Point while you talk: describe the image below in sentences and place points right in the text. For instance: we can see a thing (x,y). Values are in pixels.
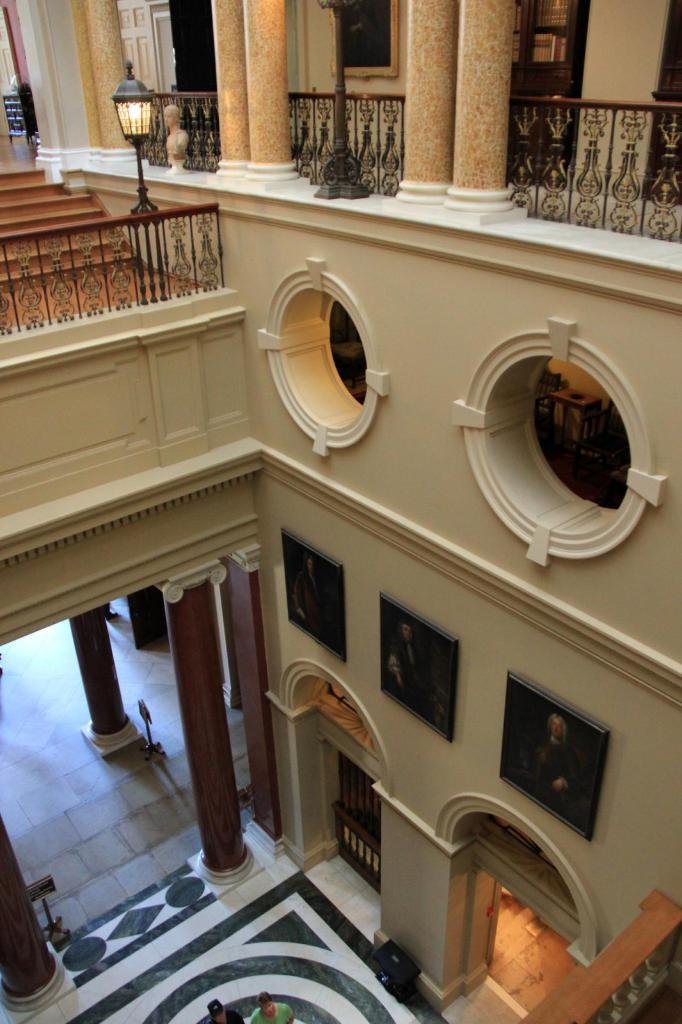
In the picture I can see the building (599,395). I can see the pillars (472,158) of the building (407,174) and metal fence (622,137) at the top of the image (430,88). I can see the staircase (13,176) and decorative lamp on the top left side (43,239). I can see the photo frames (299,617) on the wall (466,774). I can see two persons (215,1023) at the bottom of the image (287,1023).
